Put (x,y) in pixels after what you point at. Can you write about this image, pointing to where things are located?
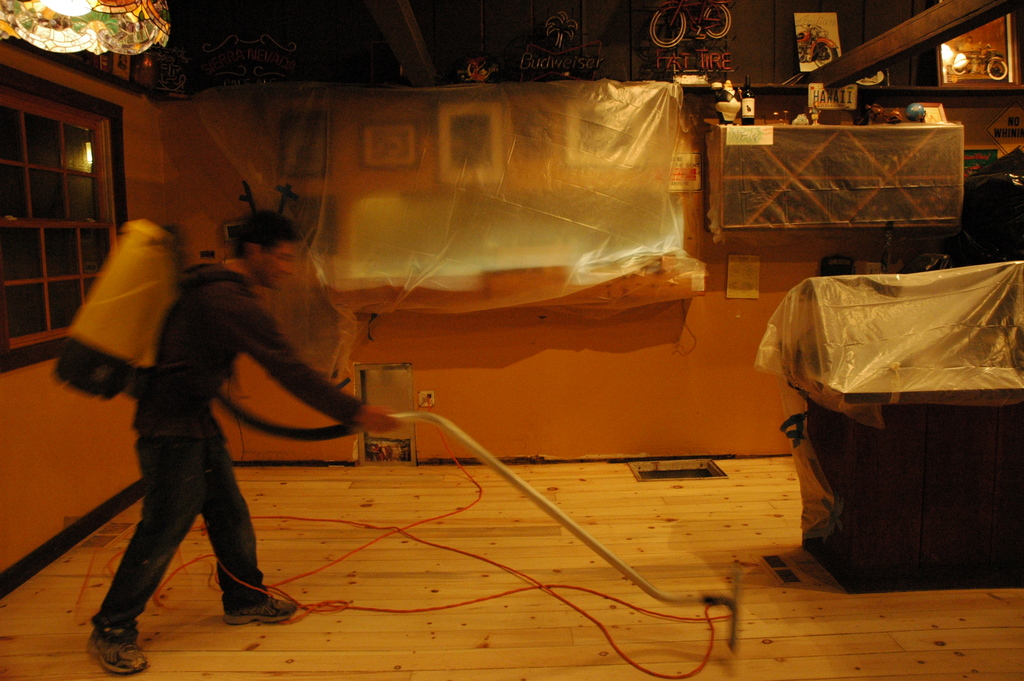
In this picture I can see a human (216,442) cleaning with the help of vacuum cleaner (594,539) and I can see few covers (446,164) on the items (980,397).
